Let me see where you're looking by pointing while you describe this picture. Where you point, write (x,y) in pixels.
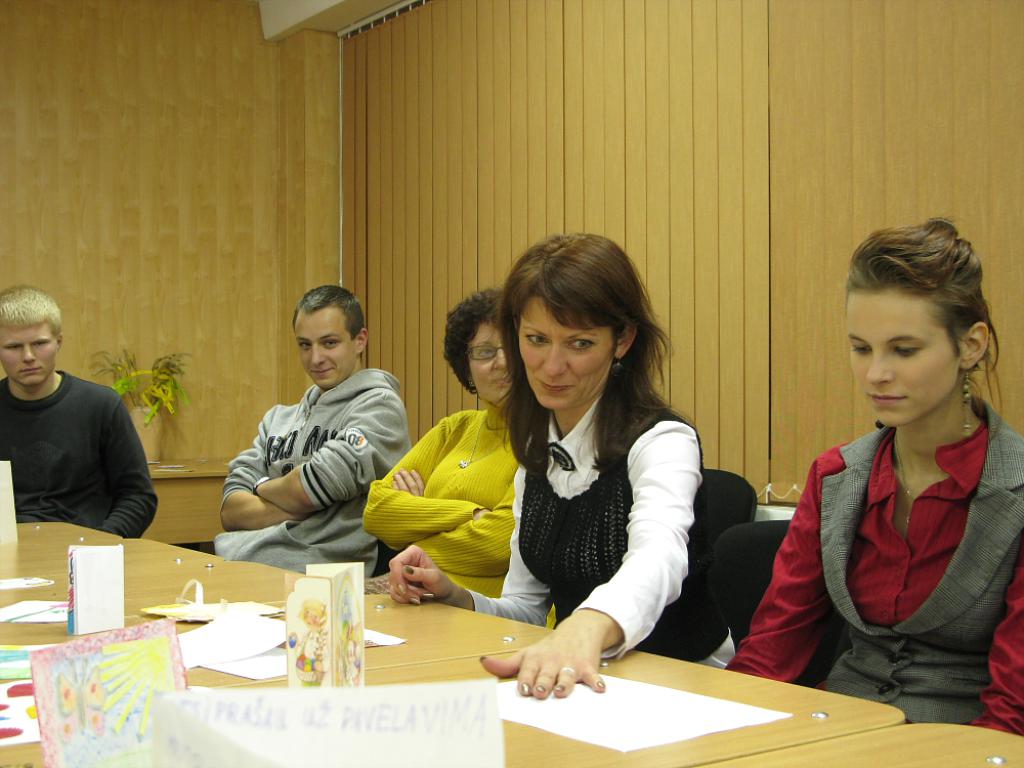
In this image there are five persons (820,571) sitting on the chair (759,549). In front of the person (436,536) there is a table (434,680). On the table (423,652) there is a papers (448,742). At the back side (474,93) there is a brown curtain (536,165) and a brown wall (215,220).
